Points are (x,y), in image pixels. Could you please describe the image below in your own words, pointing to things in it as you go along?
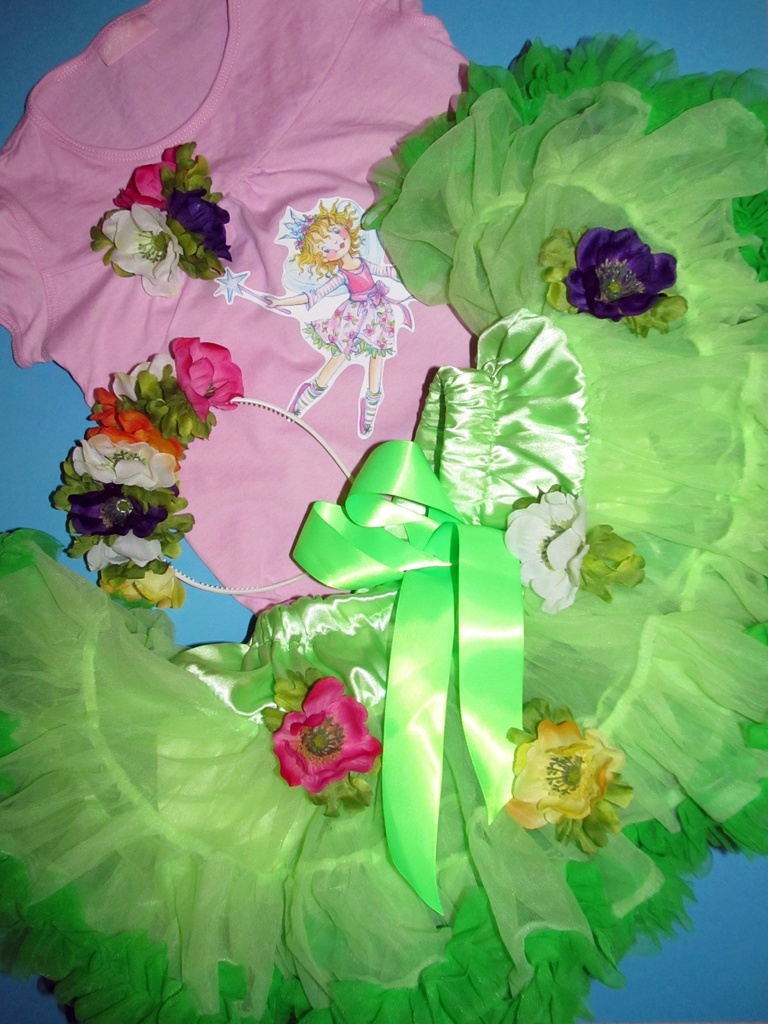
In this picture we can see few clothes (309,566) and a hair band (156,460).
